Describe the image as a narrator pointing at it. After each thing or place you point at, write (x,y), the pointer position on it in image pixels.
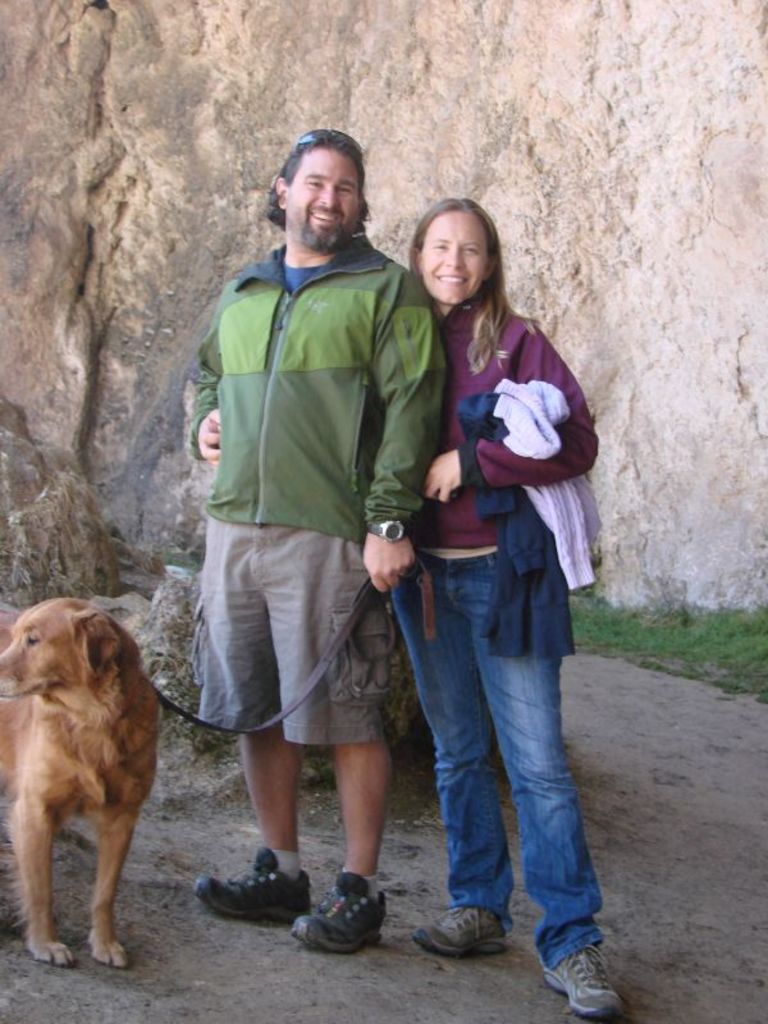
This is a picture taken in the outdoor. There are two persons (328,454) standing on a floor (270,940) and a man (281,383) in green jacket (300,386) was holding a belt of a dog (82,688). To the left side of the man (259,569) there is a dog (131,718). Behind the people (286,558) there is a wall (686,435).
